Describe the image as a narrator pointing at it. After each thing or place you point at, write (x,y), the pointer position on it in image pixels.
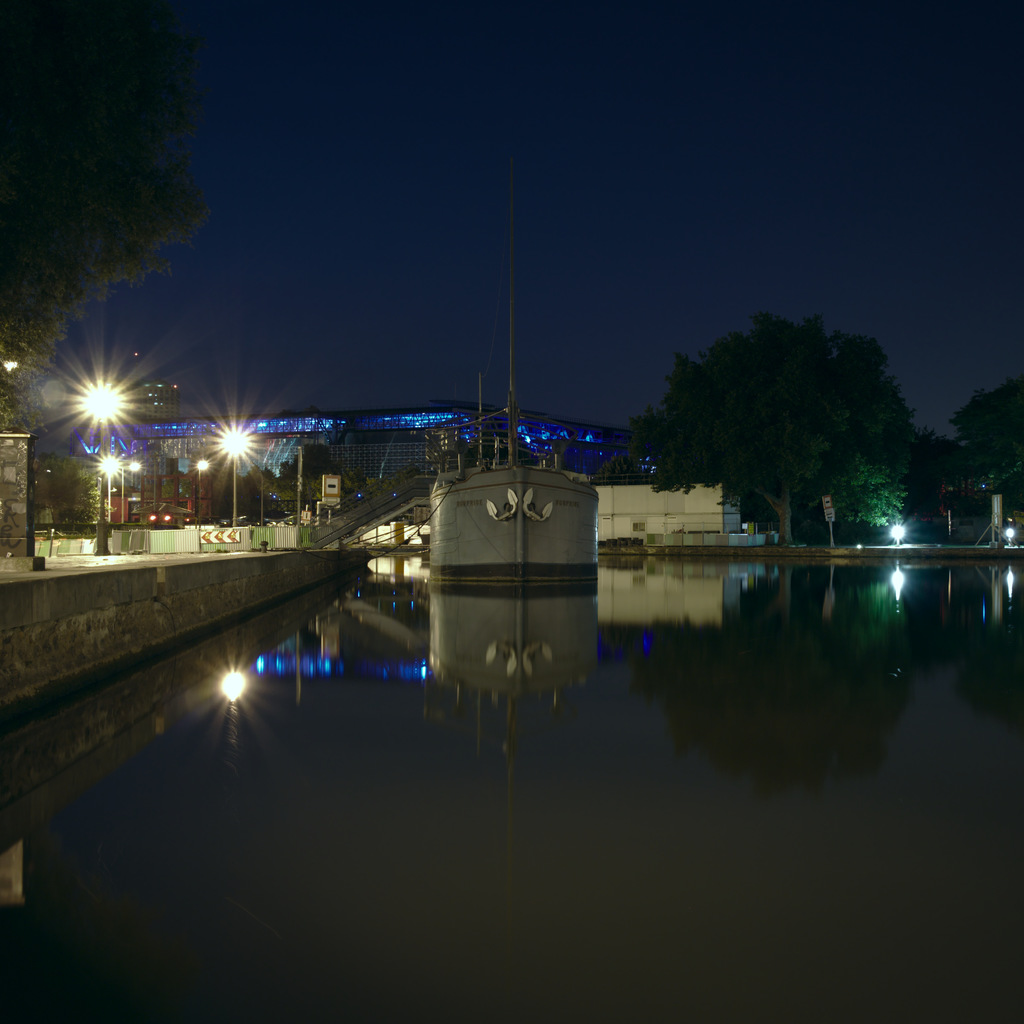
In this image there are few buildings (376,460), a boat (494,571) and some reflections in the water (441,714), stairs (358,534), street lights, trees (732,460) and the sky (362,395).
